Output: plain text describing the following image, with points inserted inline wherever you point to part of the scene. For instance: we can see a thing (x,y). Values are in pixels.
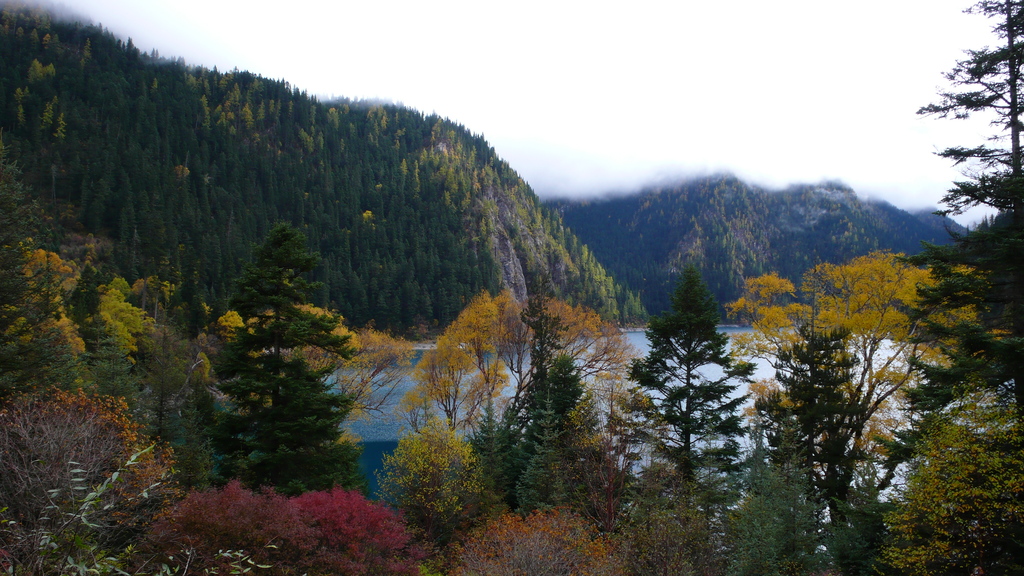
In the picture I can see trees (201,360), water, mountains (674,224), fog (566,175) and the sky (720,98) in the background (633,202).
